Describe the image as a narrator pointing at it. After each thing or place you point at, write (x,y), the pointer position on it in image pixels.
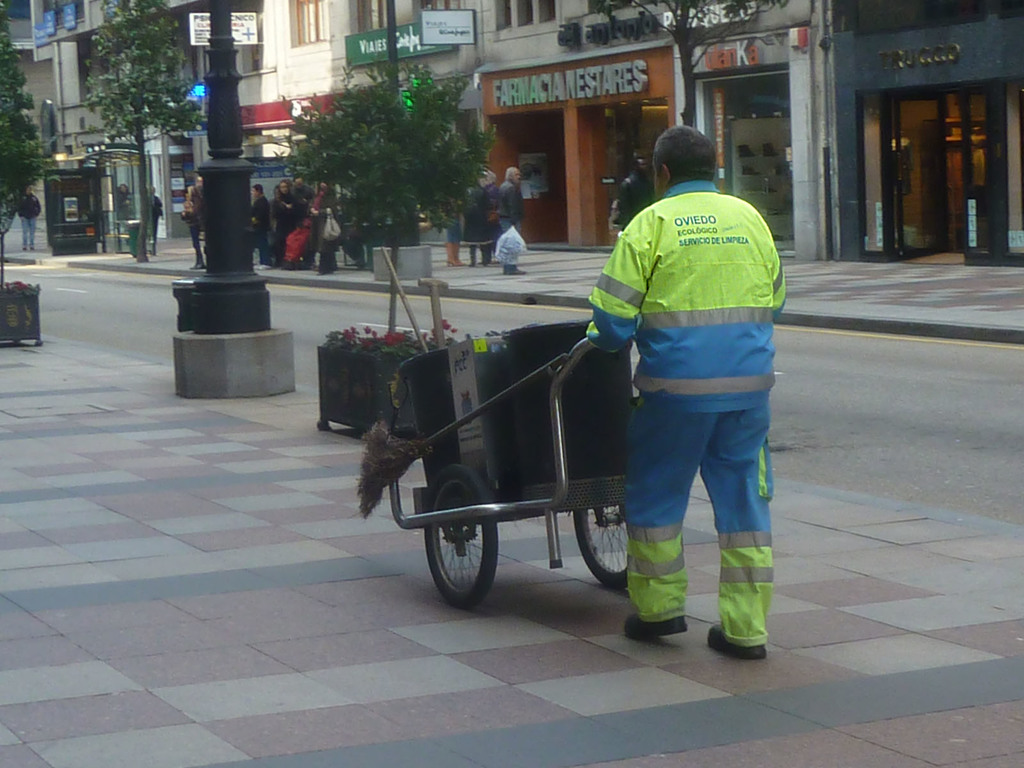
As we can see in the image there are buildings (420,59), trees (103,102), dustbin (428,433), flowers (368,338) and few people (480,176) here and there.
